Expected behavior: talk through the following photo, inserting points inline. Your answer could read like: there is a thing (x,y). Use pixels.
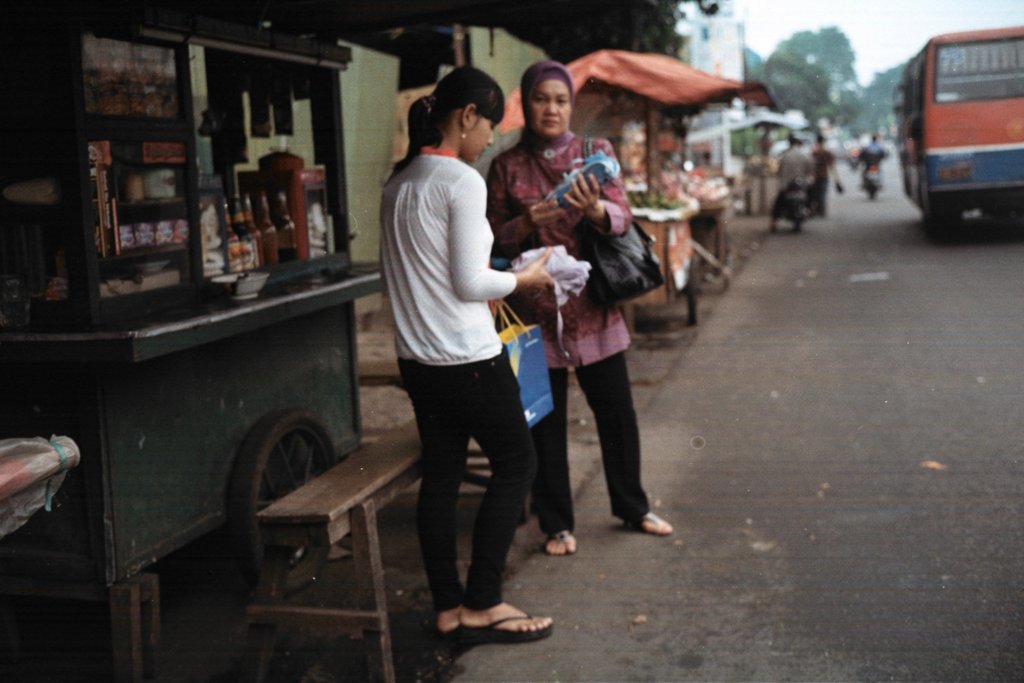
In this image there are two persons (507,490) standing on the road (600,502) and at the left side of the image (249,286) there is a shop (233,253) and at the right side of the image (948,90) there is a bus (929,177) and two motorcycles (797,194).
